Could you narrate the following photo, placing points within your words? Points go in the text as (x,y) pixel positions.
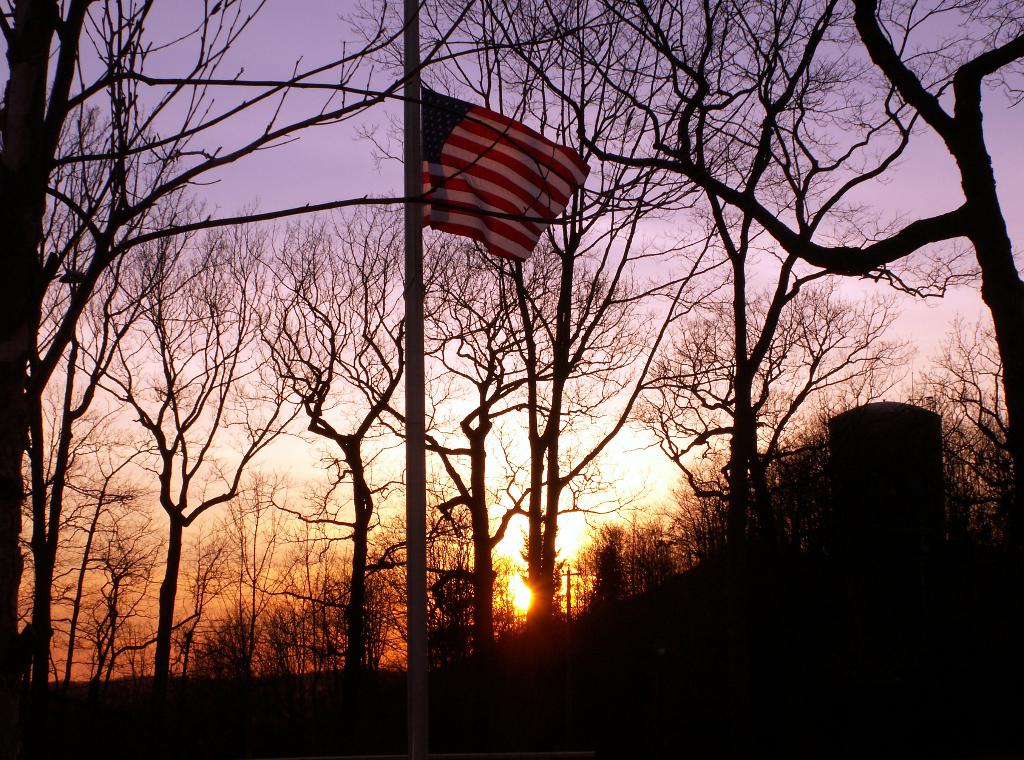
This is an outside view. Here I can see a pole (420,533) to which there is a flag (447,194). In the background (463,325) there are some trees (575,411) and I can see the sun (522,594) in the sky (511,530).
